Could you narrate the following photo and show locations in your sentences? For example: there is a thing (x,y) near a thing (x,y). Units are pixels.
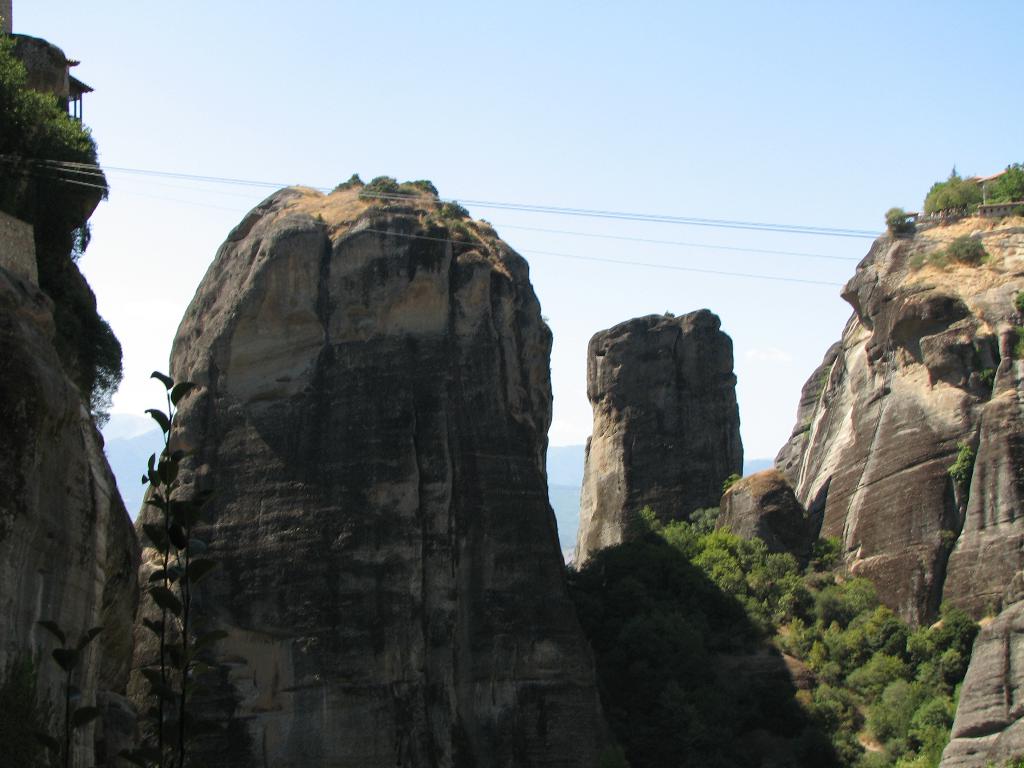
In this image I see the rock mountains (484,351) and I see the wires (638,215) and I can also see the trees (766,565) and plants (839,615) over here. In the background (305,177) I see the clear sky (551,180).
